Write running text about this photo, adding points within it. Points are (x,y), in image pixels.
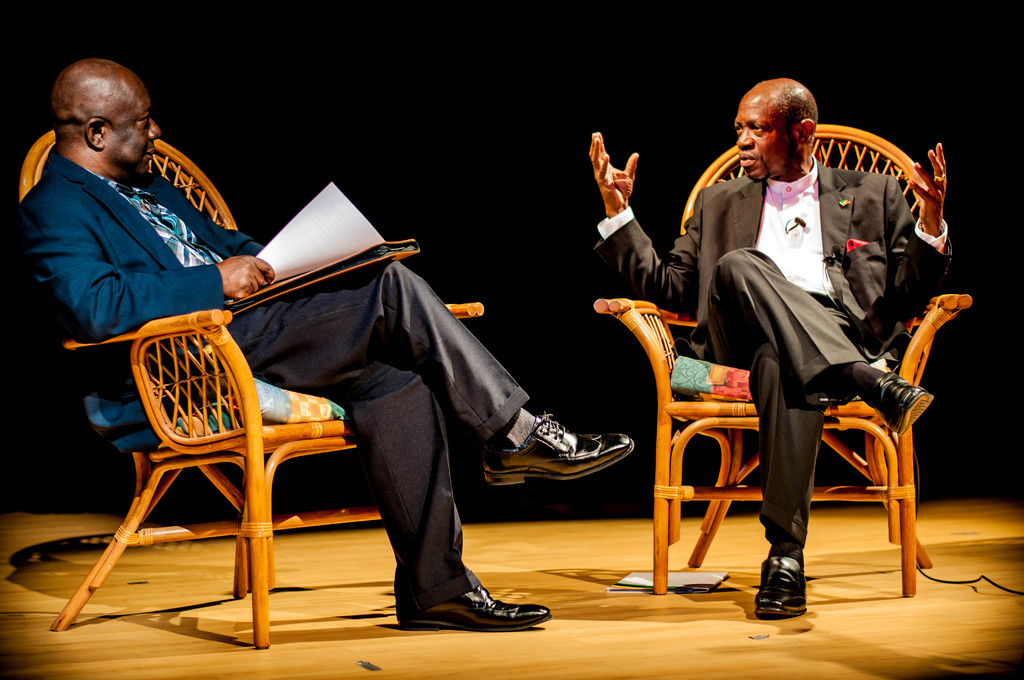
In this image there are two people (752,365) on that on the right (816,358) there is a man (816,328) he wear suit (860,261), trouser (756,332) and shoes (892,390) he is speaking. On the left (174,239) there is a man (304,335) he is staring at another man (722,229) he is sitting on the chair (206,532).
